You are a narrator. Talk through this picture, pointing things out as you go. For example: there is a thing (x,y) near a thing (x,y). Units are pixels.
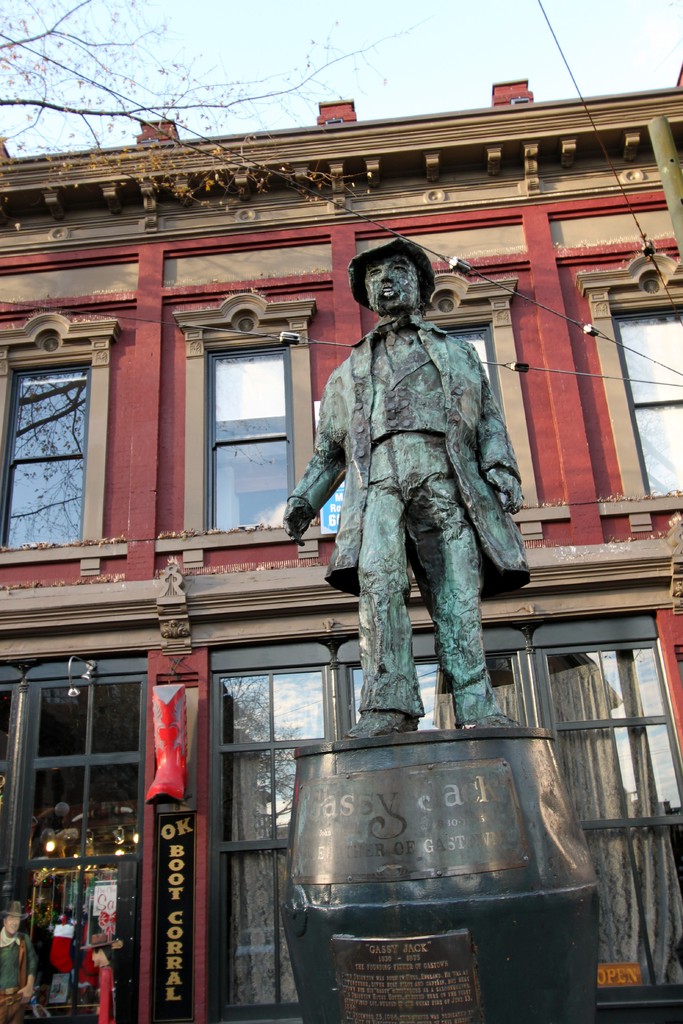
In this image, I can see a statue of a person (382,695), which is in front of a building (250,645). At the top of the image (24,104), I can see the tree branches (46,105) and the sky (408,45).
